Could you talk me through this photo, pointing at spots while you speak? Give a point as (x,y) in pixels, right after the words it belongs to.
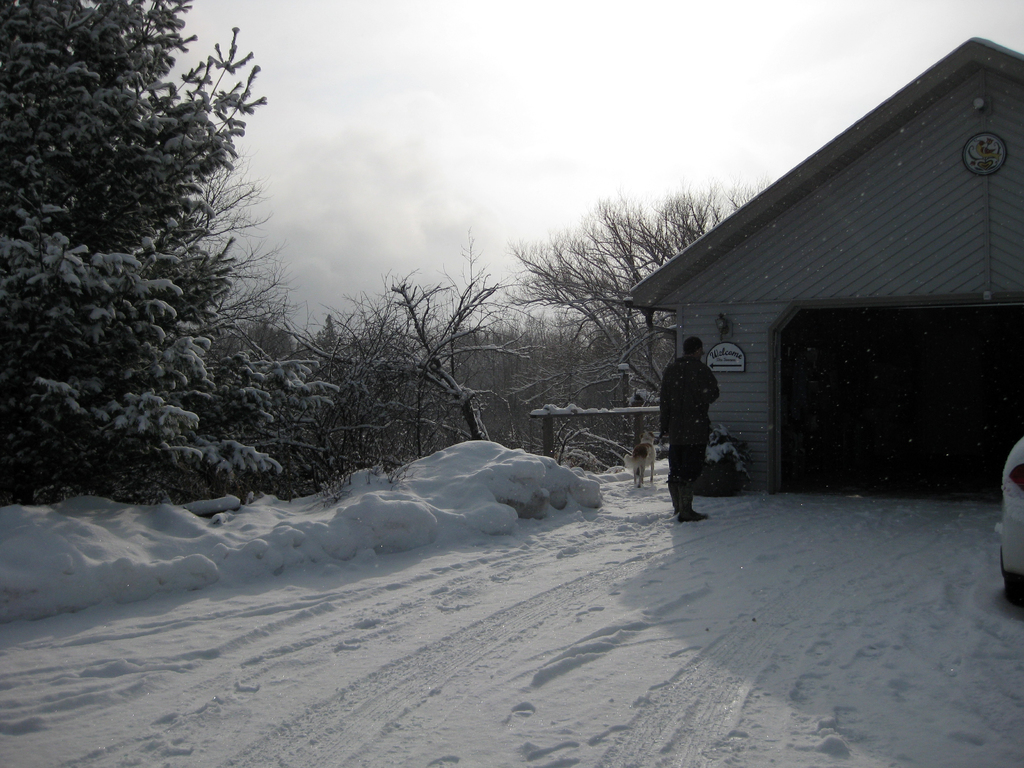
In this image we can see a man (687,515) standing and there is a dog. At the bottom (316,576) there is snow (364,642). On the right (1010,532) there is a vehicle (1014,579) and we can see trees (170,45). There is a shed (734,271). In the background (523,225) there is sky (552,179).
